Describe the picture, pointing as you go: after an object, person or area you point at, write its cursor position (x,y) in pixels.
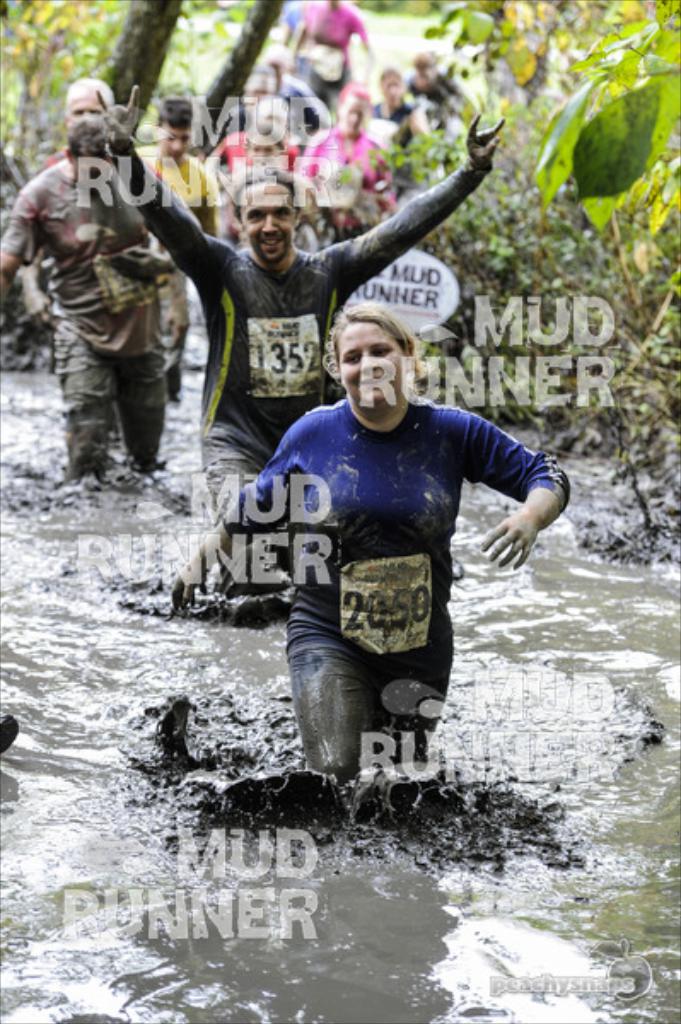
These are a group of people (257,249). On this image there are watermarks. Here we can see water (539,904) and plants (559,225).
